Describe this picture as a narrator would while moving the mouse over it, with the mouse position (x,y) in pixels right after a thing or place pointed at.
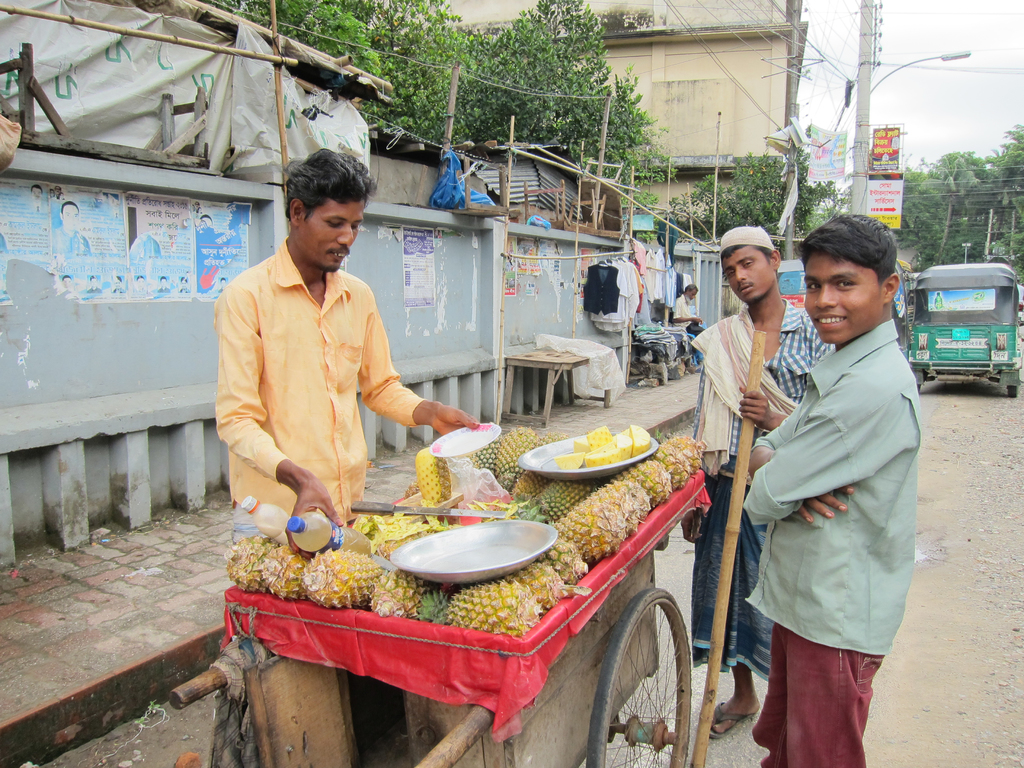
In this picture, we see a fruit cart (547,624) containing pineapples (574,479). Beside that, we see a man (356,419) is selling the pineapples (571,582). Beside that, we see two men (771,428) are standing. Behind them, we see a wall (134,374) on which posters (190,288) are pasted. Behind that, we see the sheets (305,126) in white and blue color. Behind that, we see the iron sheets (555,176). In the middle of the picture (594,301), we see a man (689,312) in white shirt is sitting and he is selling the clothes (608,293). Beside him, we see an electric pole (856,187), street light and wires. There are trees (551,116) and buildings (748,155) in the background (749,145).
